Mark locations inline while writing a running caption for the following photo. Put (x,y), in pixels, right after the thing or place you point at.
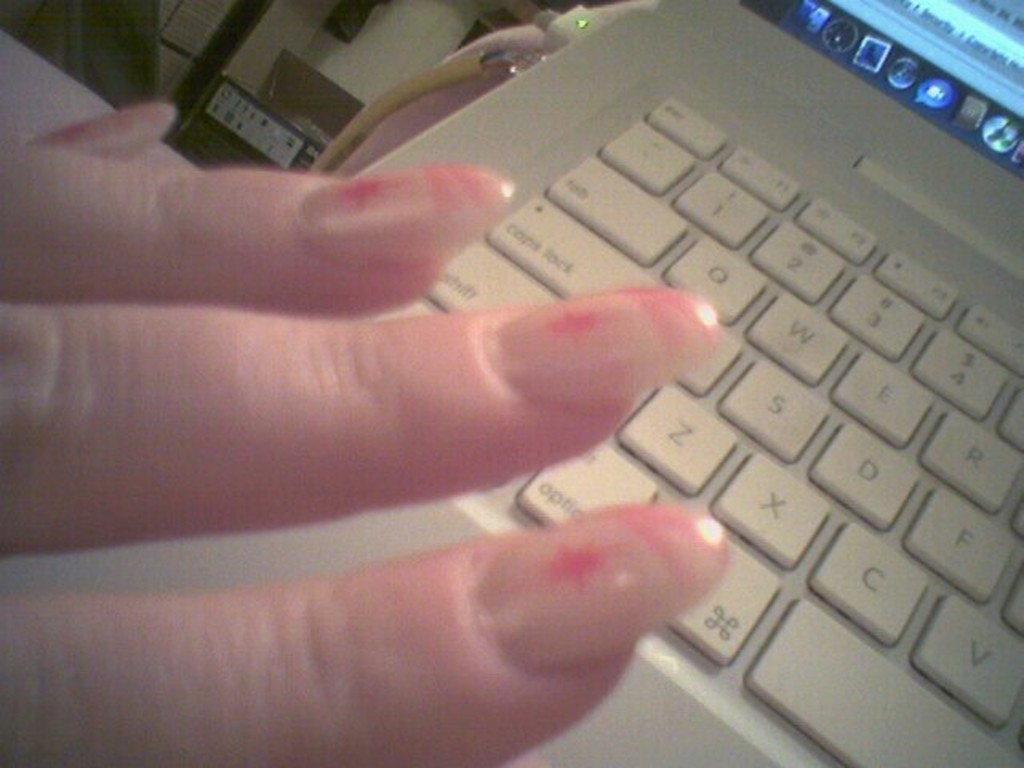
In this image, on the left side (174,498), we can see fingers (143,330) of a person (295,717). On the right side (875,522), we can see a laptop (756,500). In the background (264,135), we can see electrical wires (353,140) and electronic instruments (251,138).
